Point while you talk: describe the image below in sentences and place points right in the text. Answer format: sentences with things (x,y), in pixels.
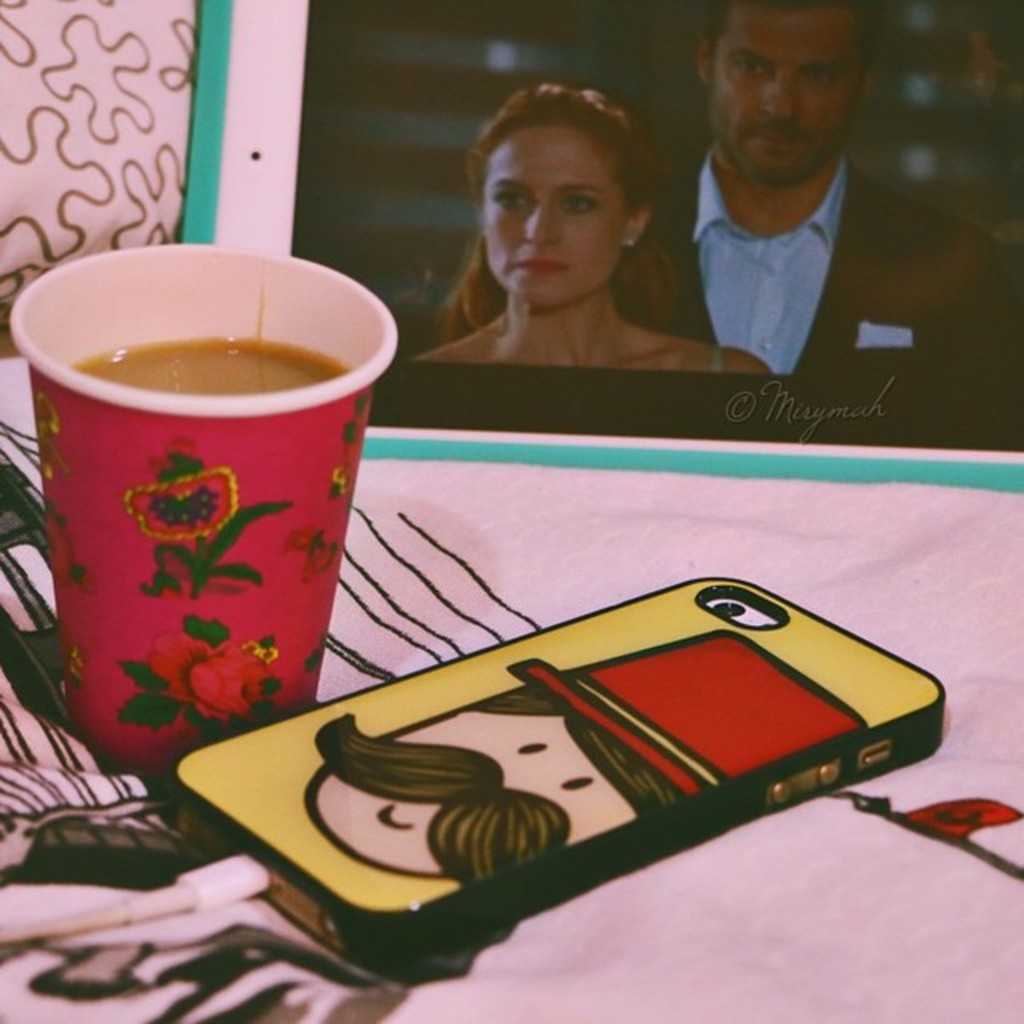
In this picture, it looks like a cloth (627,1004) and on the cloth (594,948) there is a mobile (414,808), a cable (152,900), cup (151,544) and a photo frame (674,263). On the photo frame (727,395) it is written something.
